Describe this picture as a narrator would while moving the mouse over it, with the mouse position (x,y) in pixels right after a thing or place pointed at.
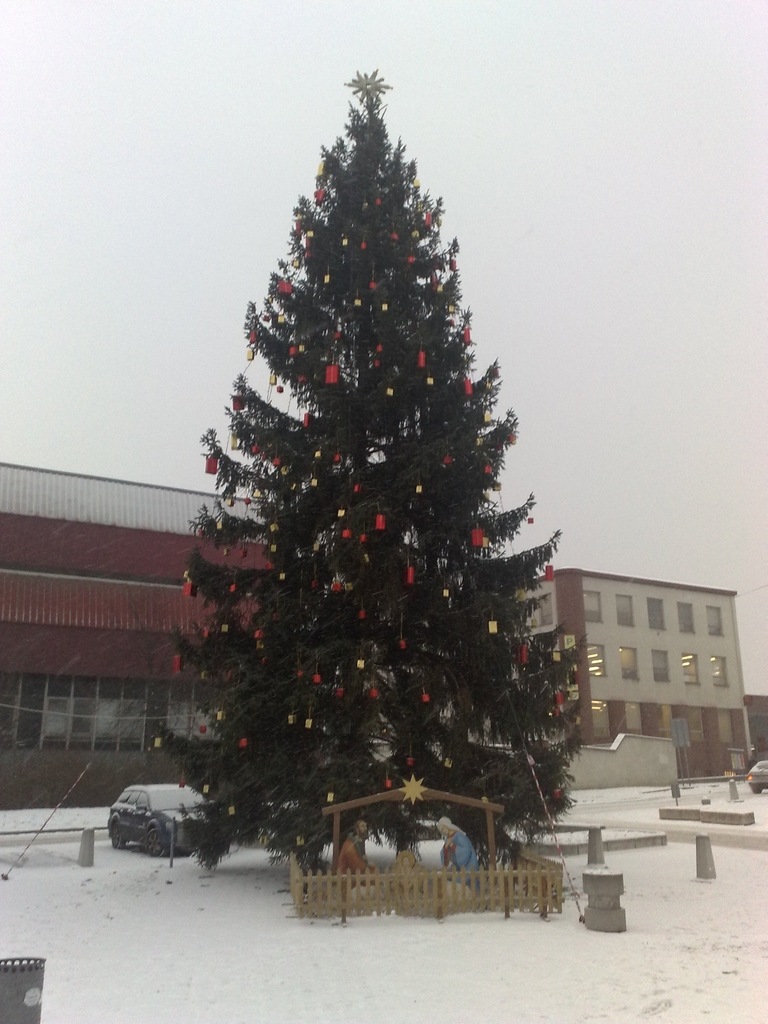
In the center of the image (293,454) there is a christmas tree (373,781) on the snow (376,978). In the background (714,768) there are vehicles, buildings (621,659) and sky (99,219).
